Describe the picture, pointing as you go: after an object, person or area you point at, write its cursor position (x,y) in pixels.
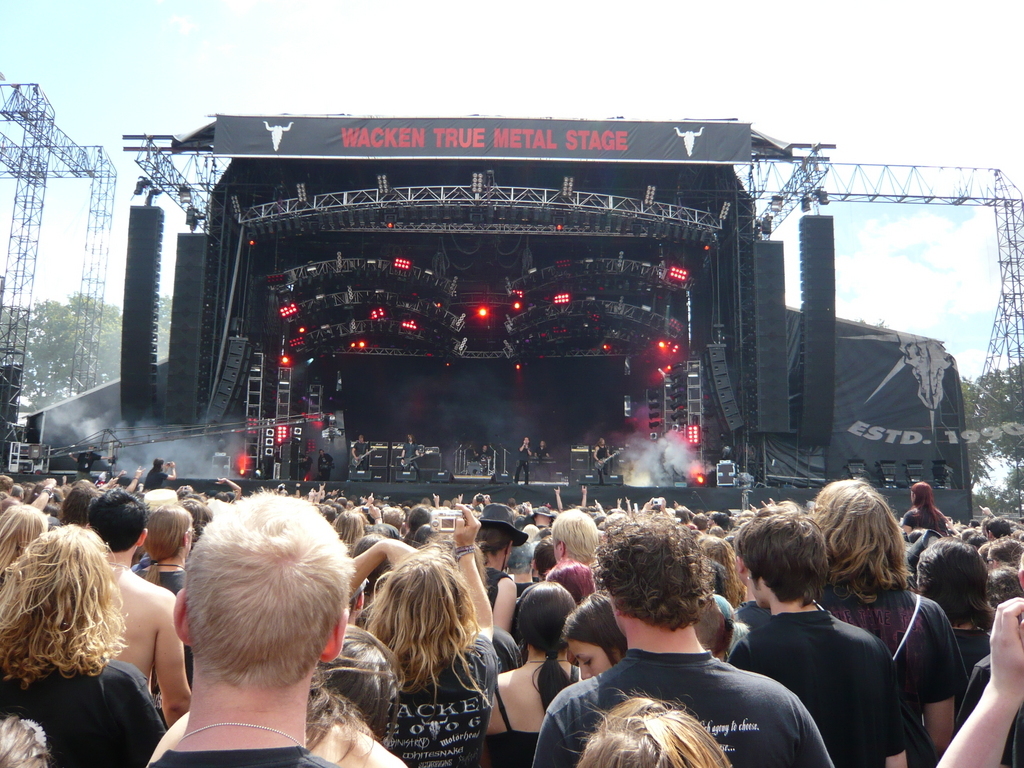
In the image it looks like some concert, the stage (548,396) is decorated with red lights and black objects (419,311) and in front of the stage (406,417) there is a huge crowd (596,597) and there is some text (476,145) written on the black background (435,149) and kept above the concert stage (390,412).
